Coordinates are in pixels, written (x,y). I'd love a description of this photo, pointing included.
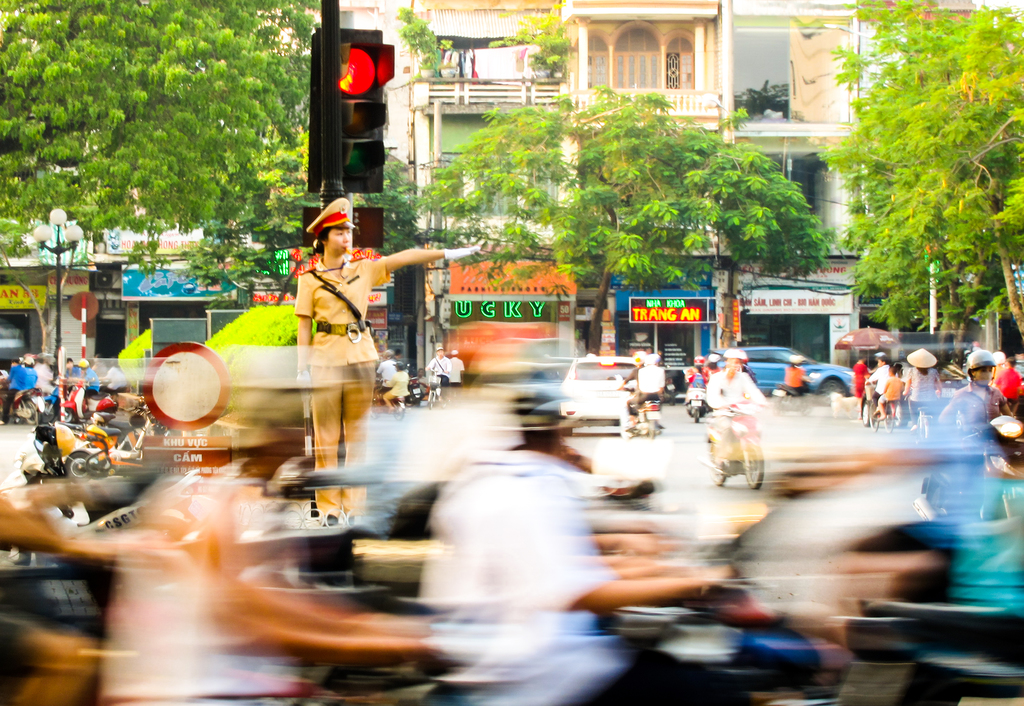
On the left side (327,492), there is a person (326,313) in a uniform (339,310), stretching her hand (390,255) and standing. Beside her, there are signal lights (366,73) attached to a pole (338,153). In front of her, there are persons (127,552) driving vehicles (377,541). In the background (886,325), there are vehicles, there are trees (905,327) and there are buildings (741,2).
